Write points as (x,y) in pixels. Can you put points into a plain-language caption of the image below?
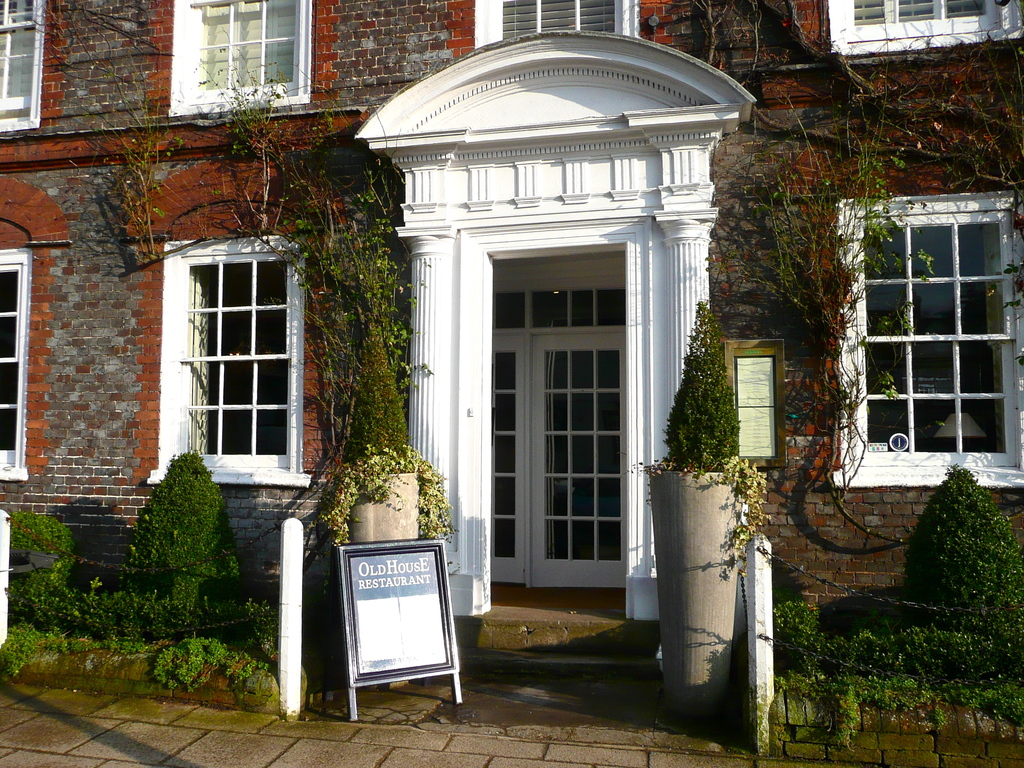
In the picture I can see a building (595,376) which has windows (206,250) and doors (610,559). I can also seen a board (441,615) which has something written on it, plants (1003,597), the grass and some other objects (766,603) on the ground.
